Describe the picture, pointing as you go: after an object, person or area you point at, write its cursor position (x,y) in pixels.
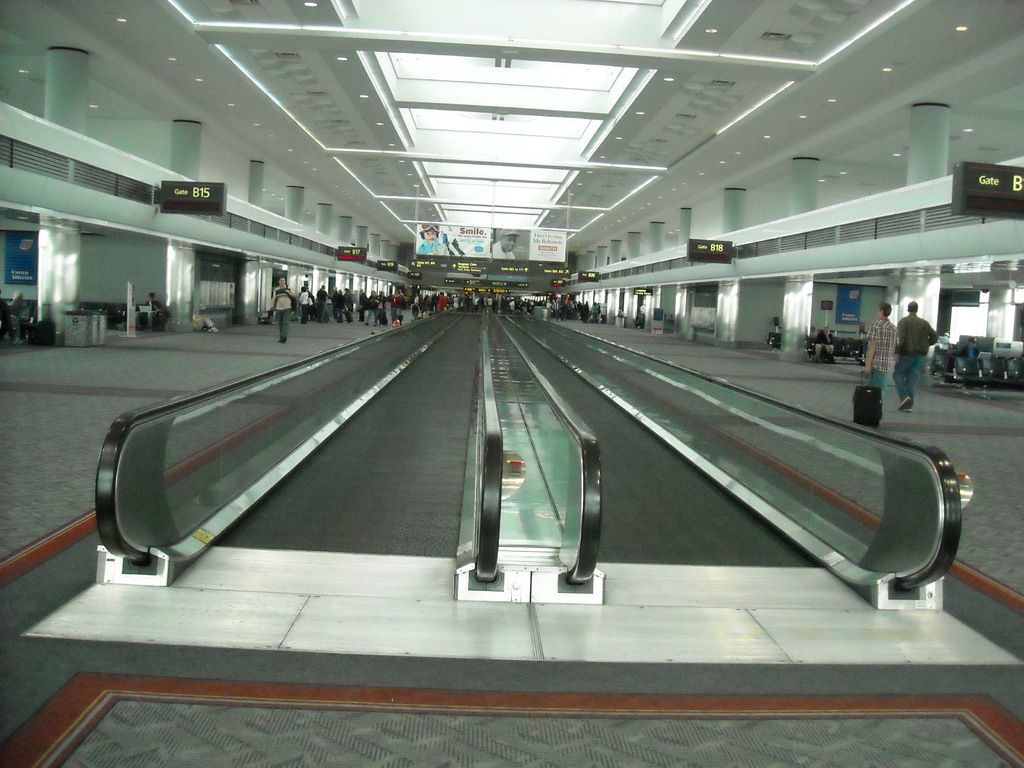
This image is taken indoors. At the bottom of the image (76,671) there is a floor (726,681). In the middle of the image (567,485) there are two escalators (466,502). At the top of the image (574,108) there is a ceiling (340,88) with lights (284,112). On the left (239,286) and right sides of the image there are a few walls (224,265), a few boards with text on them and a few people (336,294) are walking on the floor (953,392) and a few (11,323) are sitting on the benches (952,353). In the middle of the image (540,257) there is a board (489,230) with a text (489,230) on it.
